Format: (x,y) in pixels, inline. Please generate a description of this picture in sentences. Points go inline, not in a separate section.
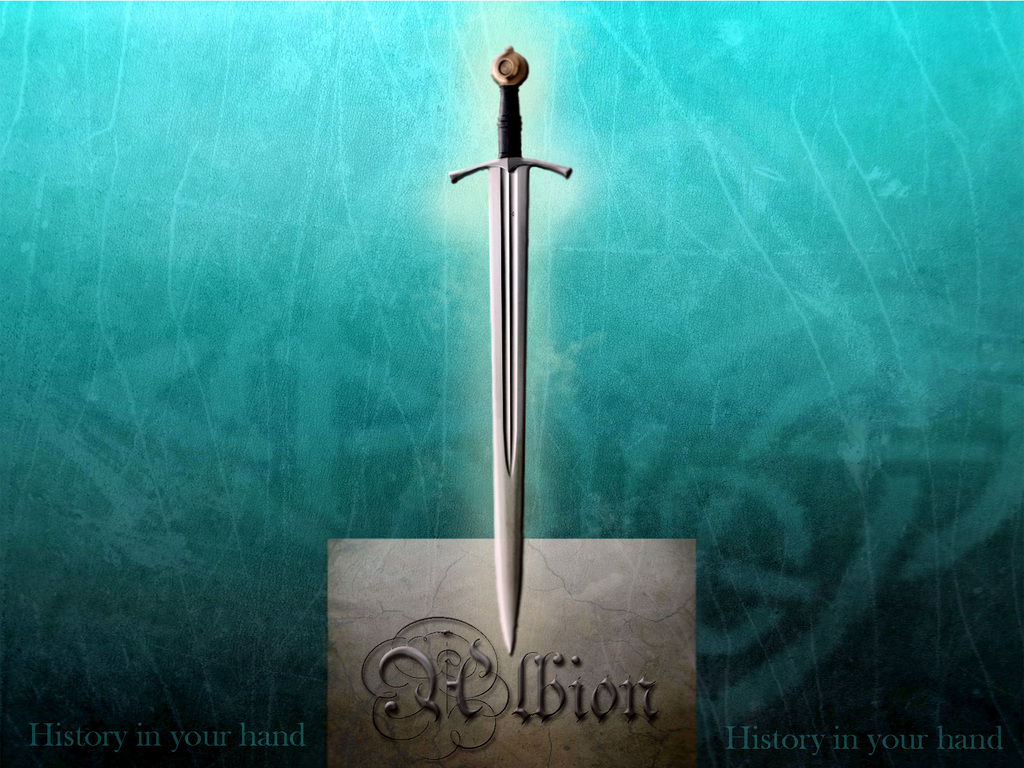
This is an animated picture of a sword (498,277) with a name (412,699) and some text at bottom of the image (546,664).
